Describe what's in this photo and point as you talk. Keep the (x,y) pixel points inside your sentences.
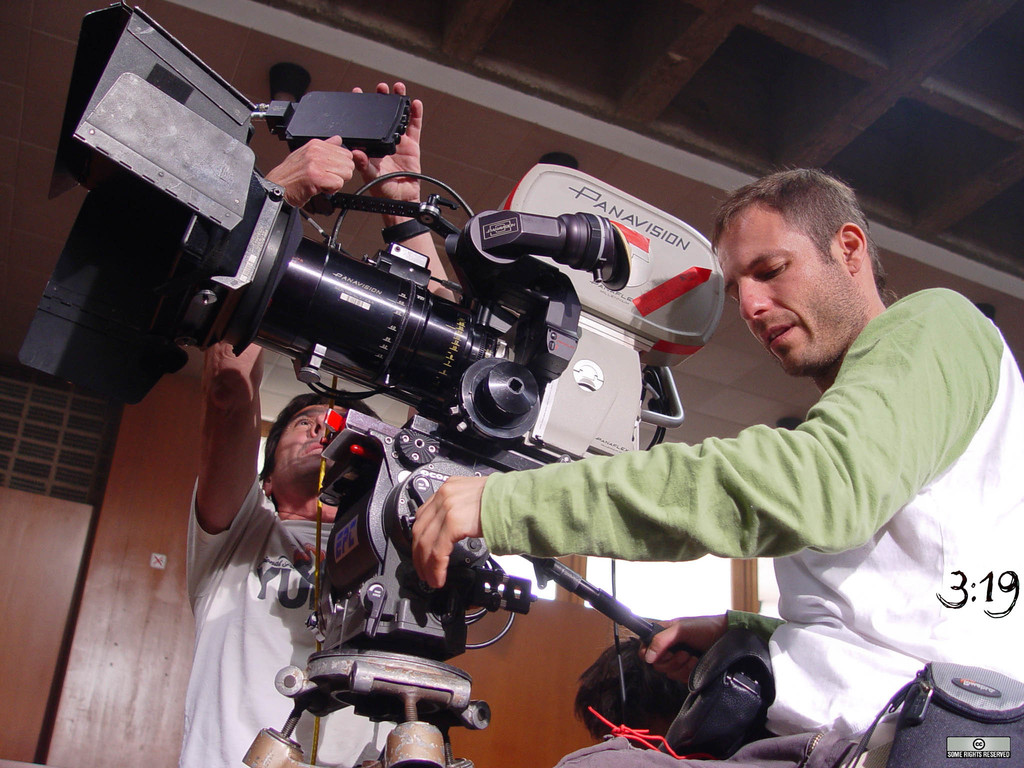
On the right side of the image (851,549) we can see a man (803,598) is sitting and holding a camera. In the center of the image (641,271) we can see a camera (504,471), behind the camera (470,460) we can see a man (345,162) is standing. In the background of the image (116,435) we can see the wall (186,504), pillar (134,475), windows (630,566). At the top of the image (533,111) we can see the roof (900,139).
